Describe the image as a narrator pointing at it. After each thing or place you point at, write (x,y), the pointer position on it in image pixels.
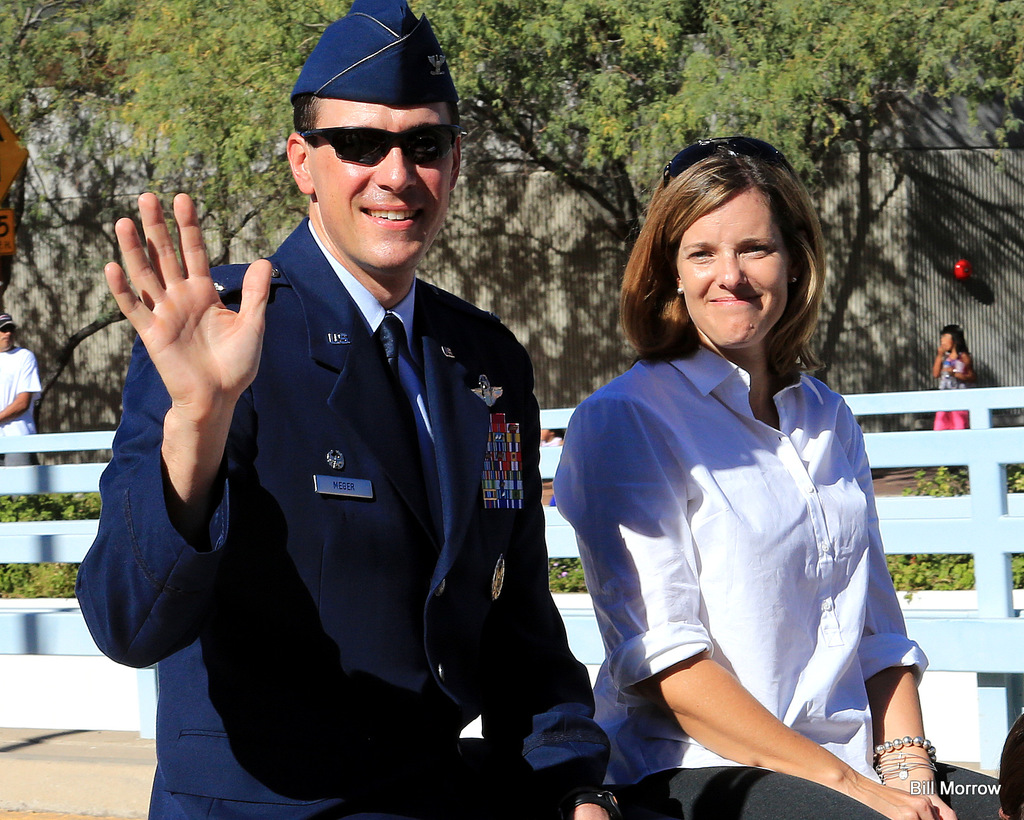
In the image there are two people (393,453) and behind them there is a fence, behind the fence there are few trees (637,135) and two other people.
